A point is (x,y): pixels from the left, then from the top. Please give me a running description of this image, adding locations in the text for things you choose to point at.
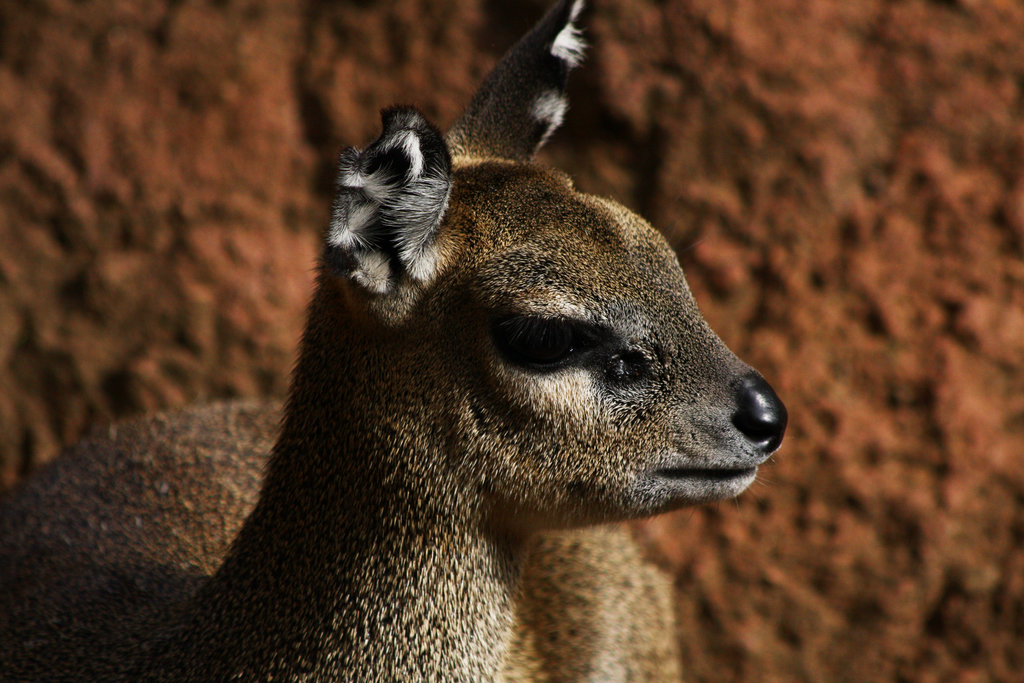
In the image in the center (541,355) we can see one animal (297,366), which is in black and brown color. In the background (171,398) there is a wall (0,114).
